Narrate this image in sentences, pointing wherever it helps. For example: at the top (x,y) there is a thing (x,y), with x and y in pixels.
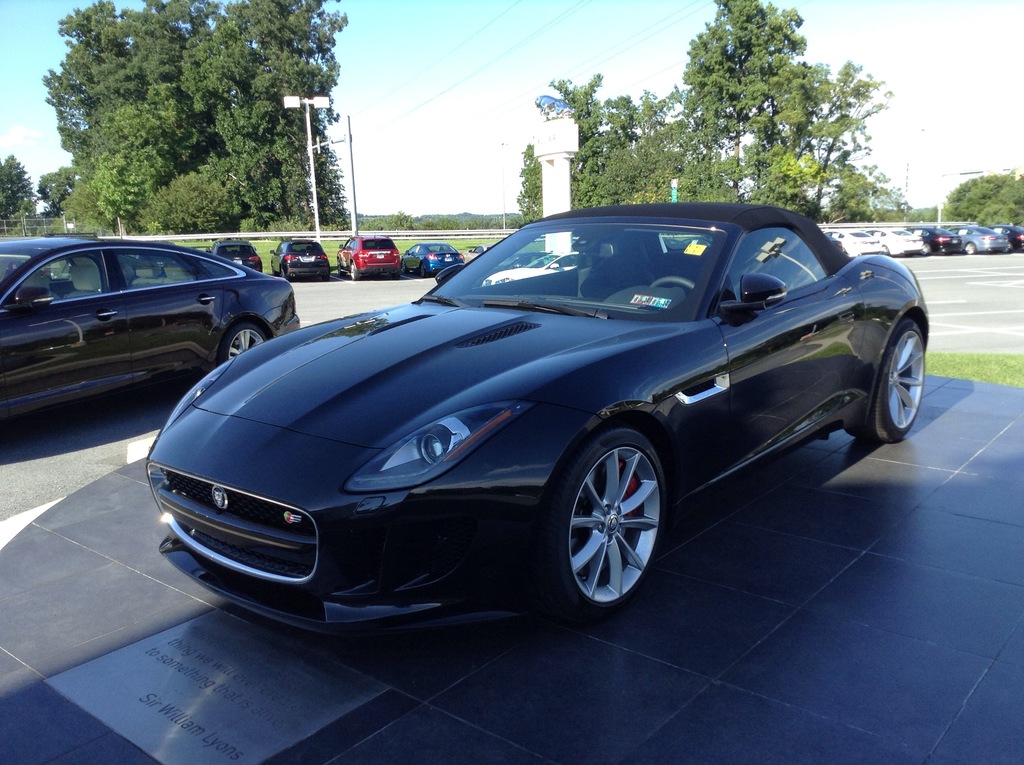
In this image I can see few cars (579,391). I can see some grass (978,375) on the ground (962,368). I can see few trees (179,146). I can see few poles (355,227). At the top (378,209) I can see the sky (825,55).
